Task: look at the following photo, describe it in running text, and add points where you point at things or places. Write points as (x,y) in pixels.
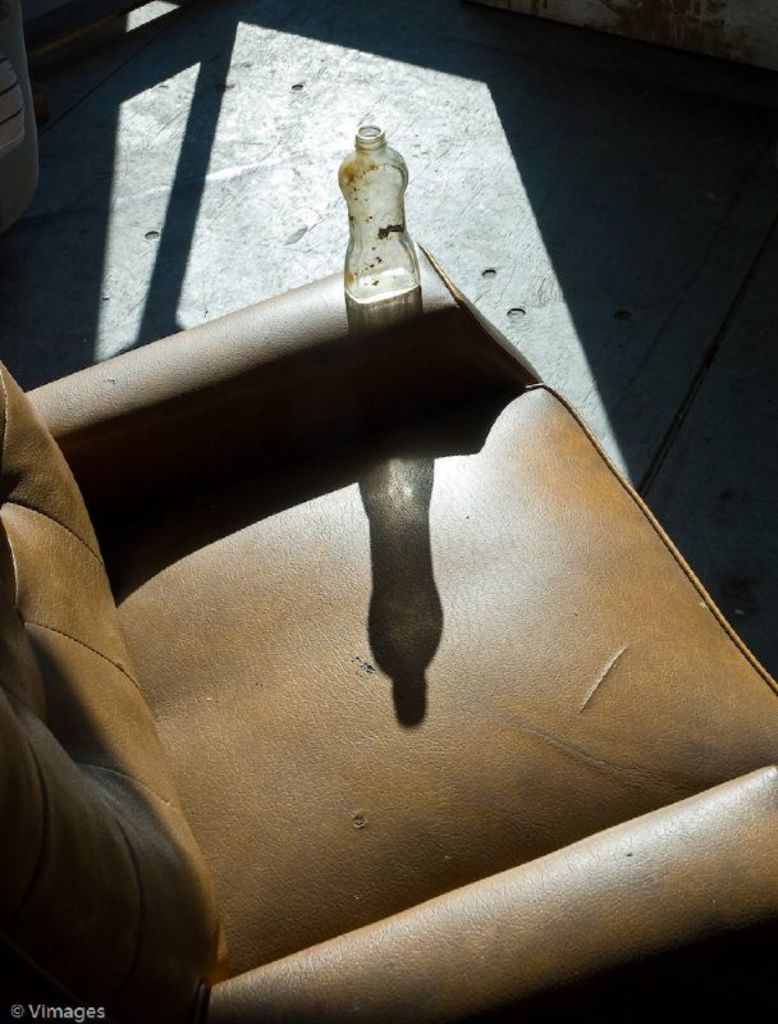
In this picture we have a couch (204,364) where a glass bottle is placed.
